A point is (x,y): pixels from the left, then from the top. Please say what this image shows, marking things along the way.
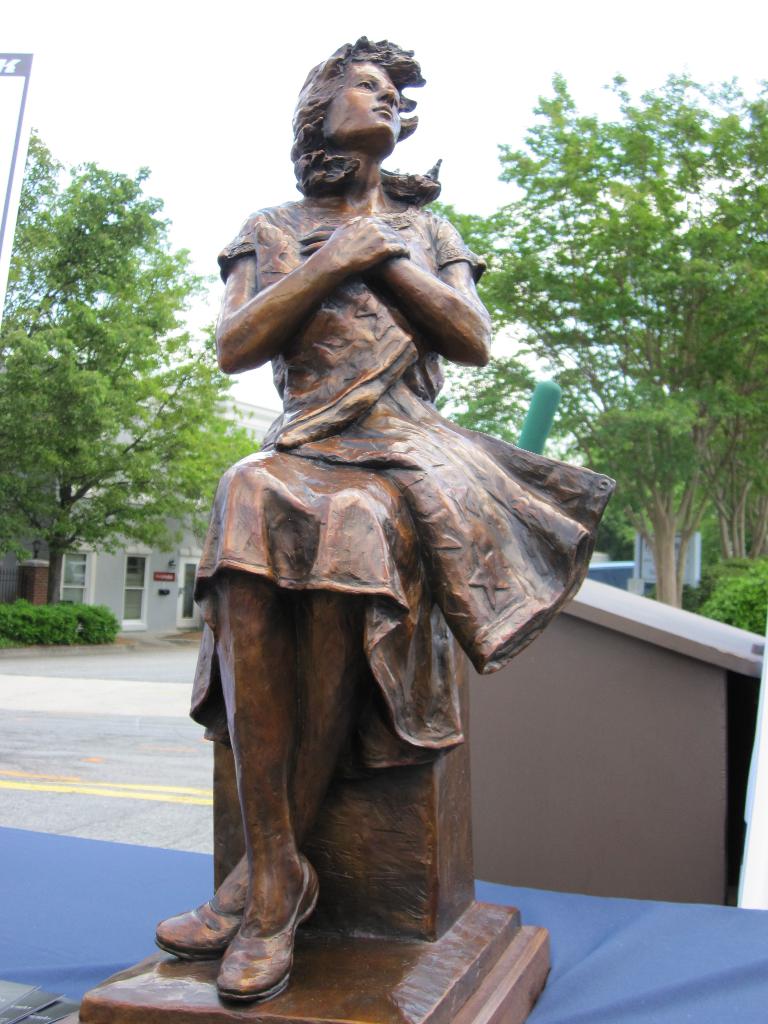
In the center of the image (383,503) there is a statue (363,973). In the background (16,329) we can see dustbin (635,634), trees (461,214), buildings (64,594), road (41,663) and sky (221,60).
